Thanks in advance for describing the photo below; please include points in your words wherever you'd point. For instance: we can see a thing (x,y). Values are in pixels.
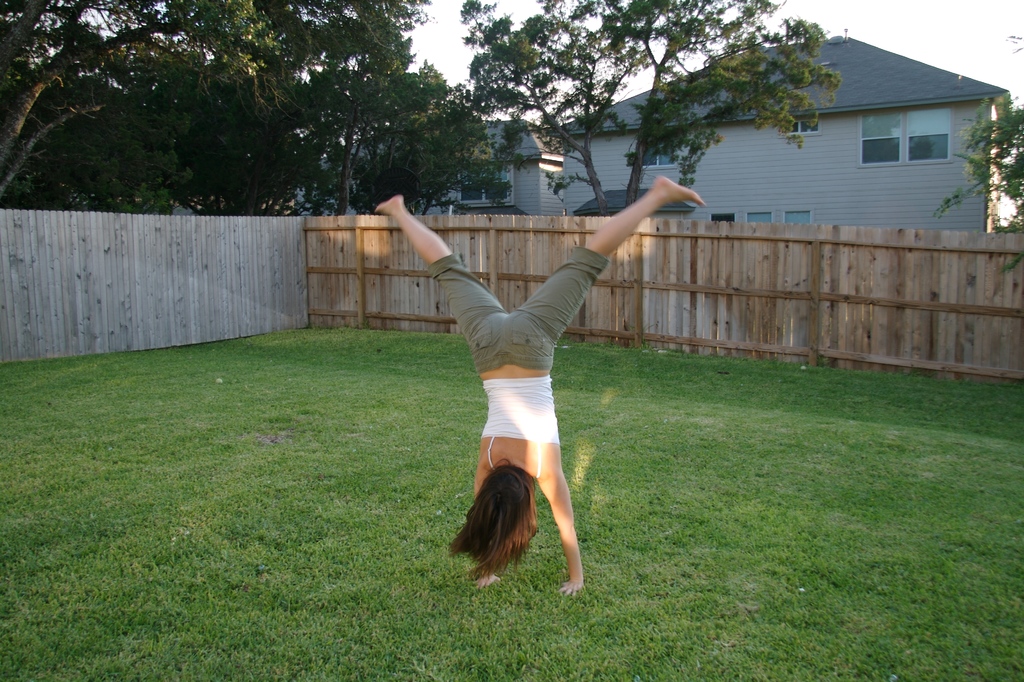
A woman (521,446) is doing exercise, she wore white color top (527,434). This is the grass (119,519) and this is the wooden compound wall (600,305), in the left side (236,95) there are green color trees (340,95). There is a building (872,144) in the right side of an image (858,147).
